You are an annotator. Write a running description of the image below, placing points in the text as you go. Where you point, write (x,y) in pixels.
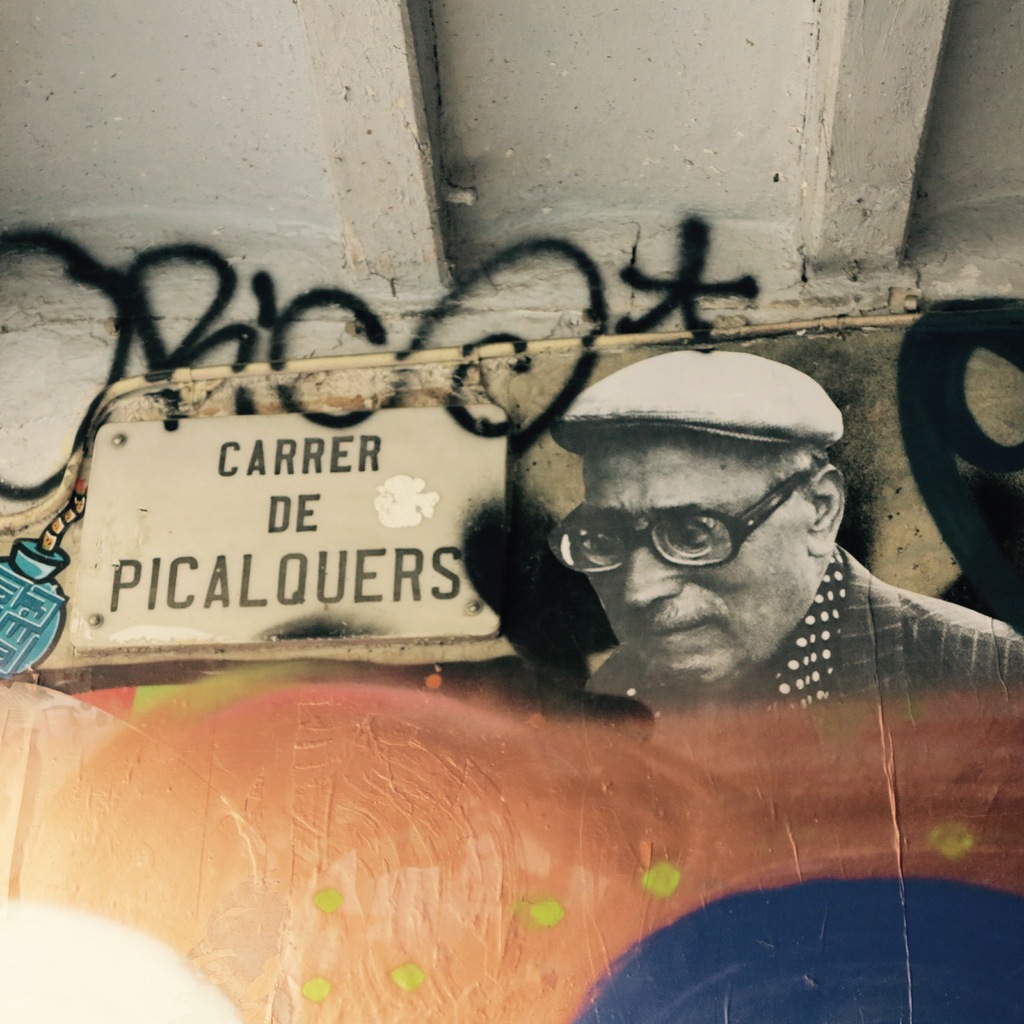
In this image we can see a street sign (391,526), a photo (801,458) and graffiti (624,854) on the wall (664,854). At the top of the image (454,126), we can see the roof (515,110). We can see a pipe (486,349) on the wall (483,388).
